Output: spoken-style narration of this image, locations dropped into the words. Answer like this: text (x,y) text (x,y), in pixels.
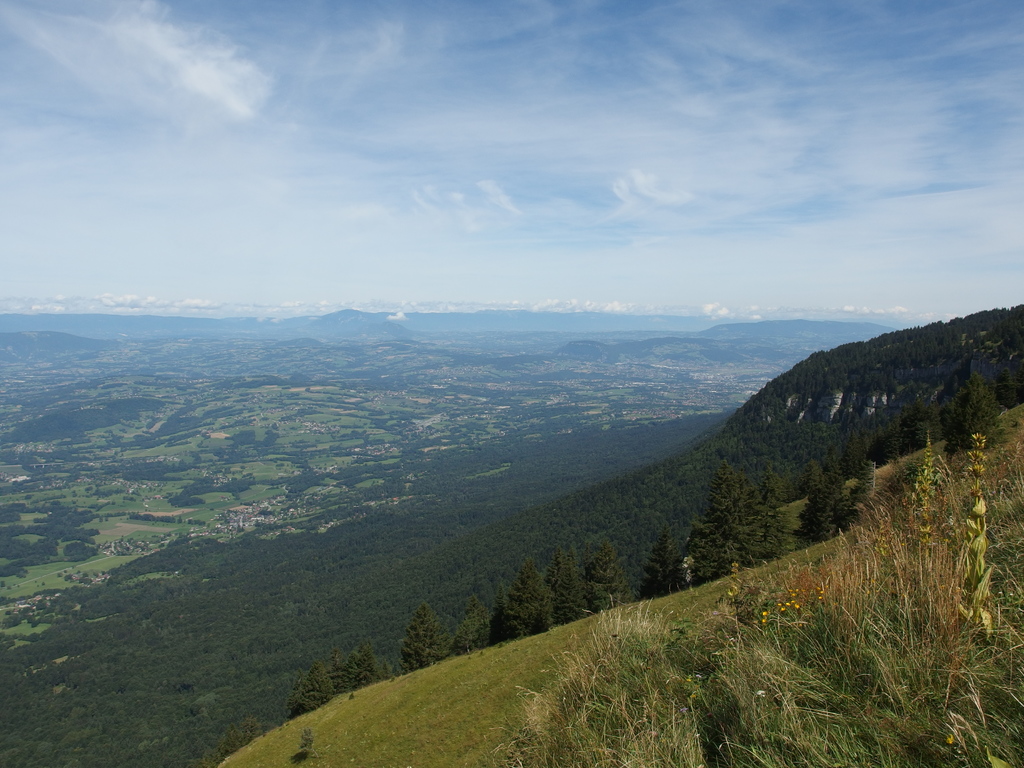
In this image I can see trees (621,538) in green color, at back (604,203) sky (604,221) is in white and blue color.
